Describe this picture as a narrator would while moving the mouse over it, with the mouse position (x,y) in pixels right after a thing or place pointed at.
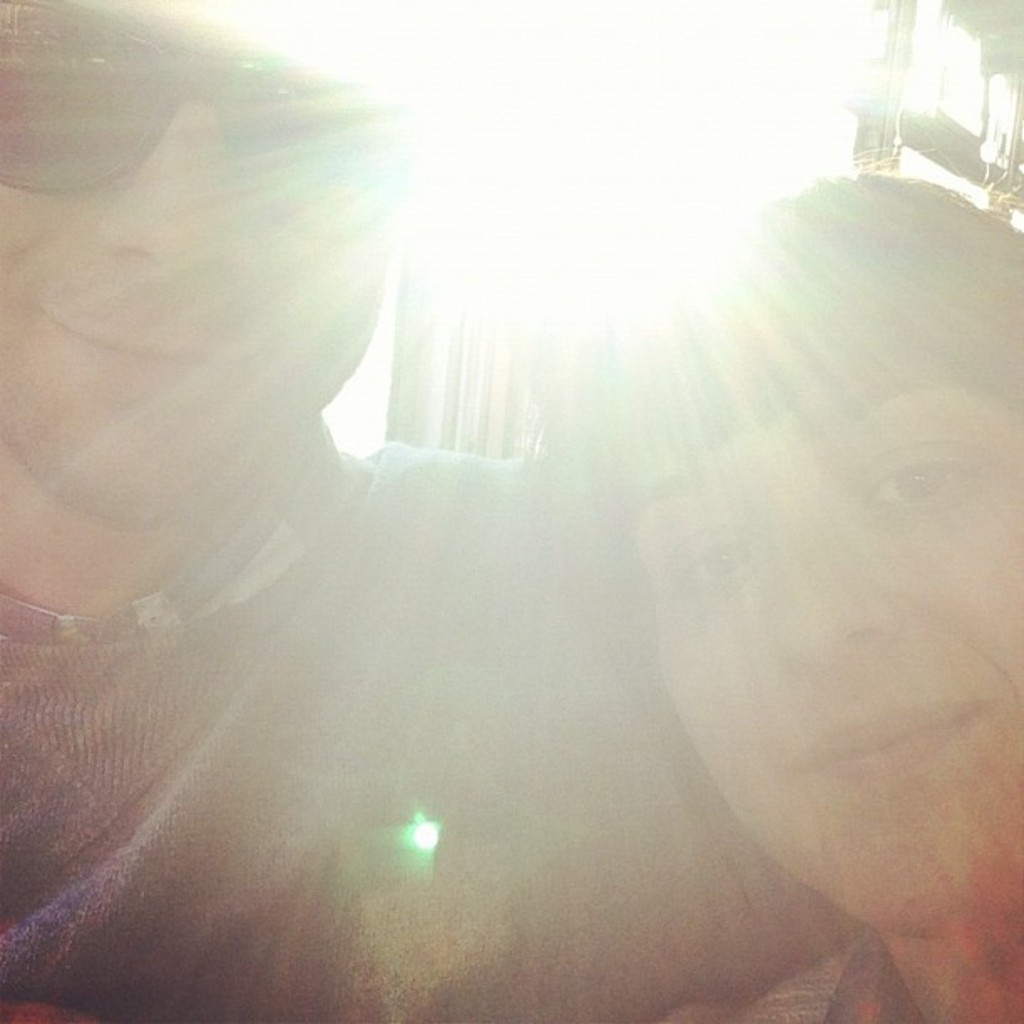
As we can see in the image in the front (549,714) there are two people (497,590) and light (645,97).
